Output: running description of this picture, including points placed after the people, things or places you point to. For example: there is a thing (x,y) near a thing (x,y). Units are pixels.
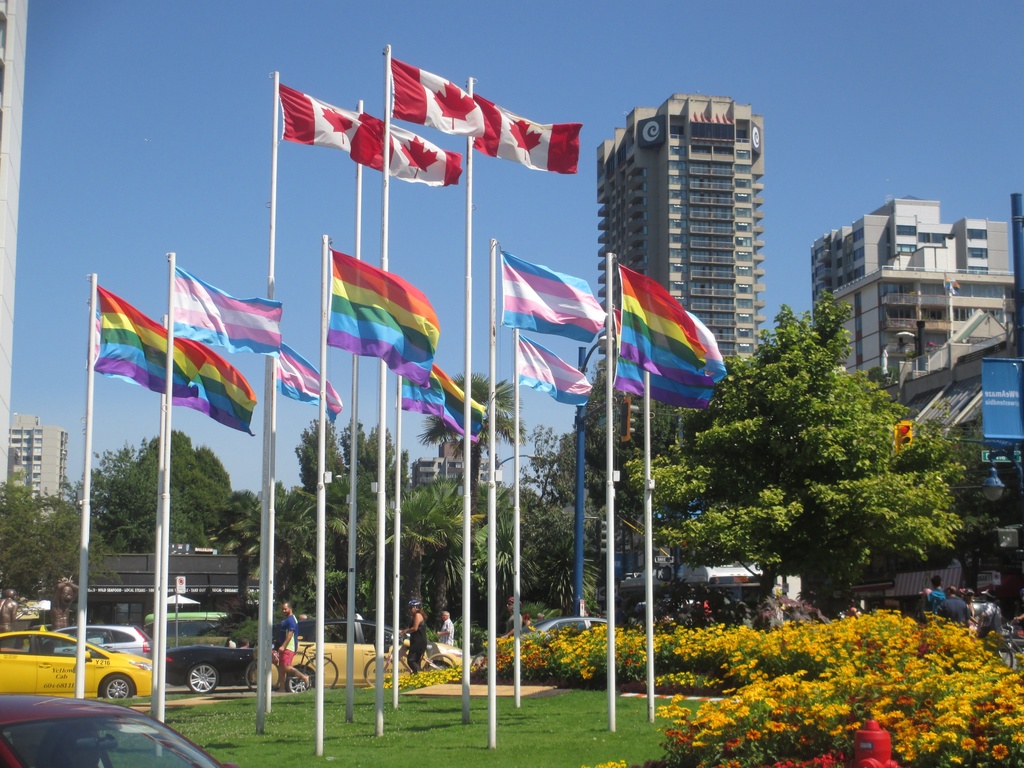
In this image in the foreground (449,425) there are some poles (647,456), flags (337,408), plants (806,670), and in the background (411,645) there are some people (971,607) sitting on cycle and there are some vehicles (150,667). At the bottom (293,729) there is grass (445,707), and in the background (746,271) there are some buildings (842,271), poles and some boards (987,431) and some objects (988,447). At the top (136,140) there is sky (90,149).
